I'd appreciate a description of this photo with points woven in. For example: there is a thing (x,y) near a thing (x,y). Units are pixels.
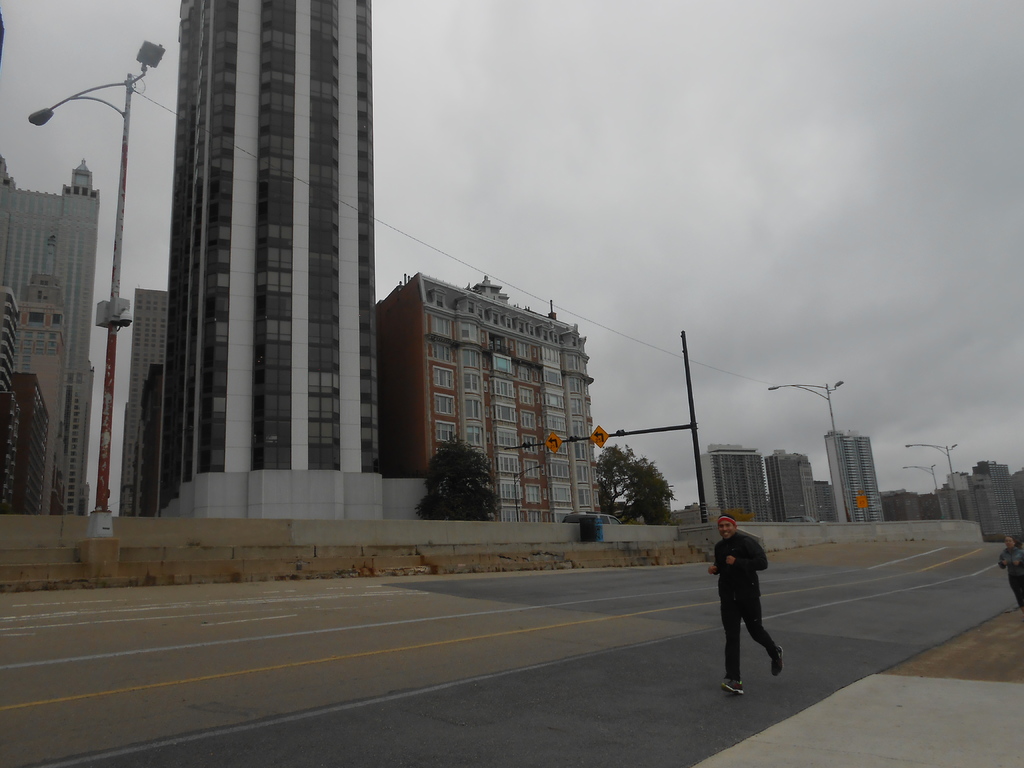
In this image we can see a man (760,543) running on the road (464,663). Here we can see poles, trees (629,483), boards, wall (779,541), and buildings (352,411). In the background (541,21) there is sky (763,234) with clouds (782,395). On the right side of the image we can see a person (1005,547).
